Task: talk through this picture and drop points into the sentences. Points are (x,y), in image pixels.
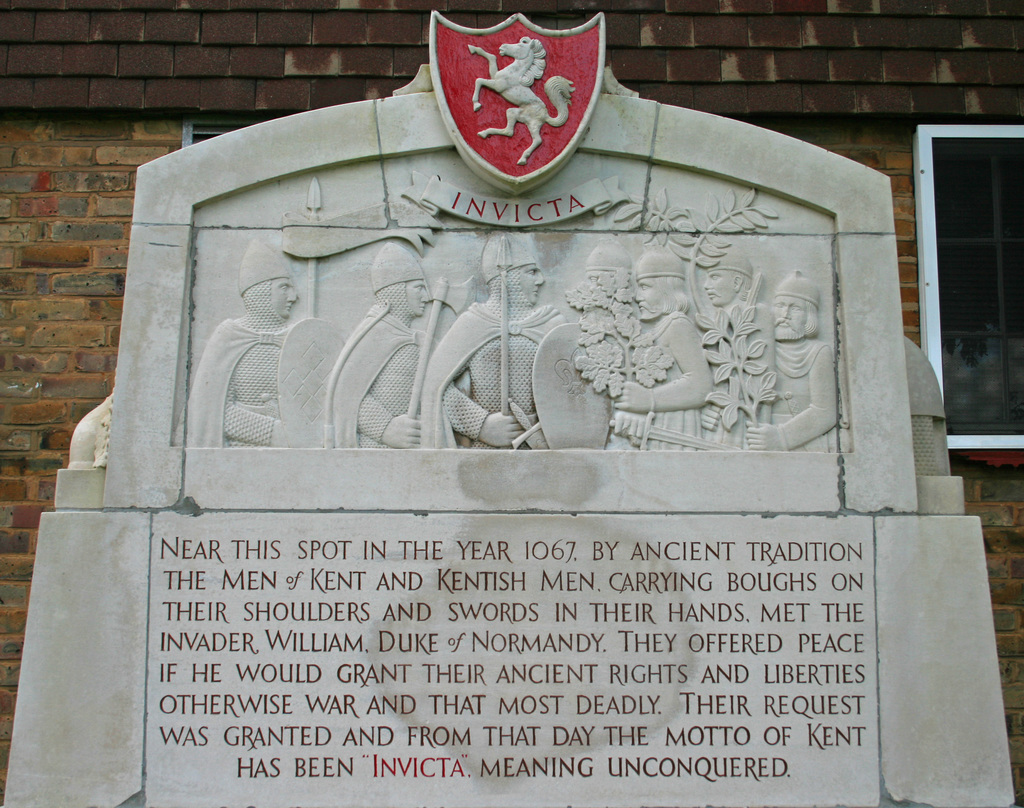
There are sculptures (313,291) and inscriptions (718,665) on a gray color slab (598,145). In the background (994,492), there is a brick wall (4,139).
